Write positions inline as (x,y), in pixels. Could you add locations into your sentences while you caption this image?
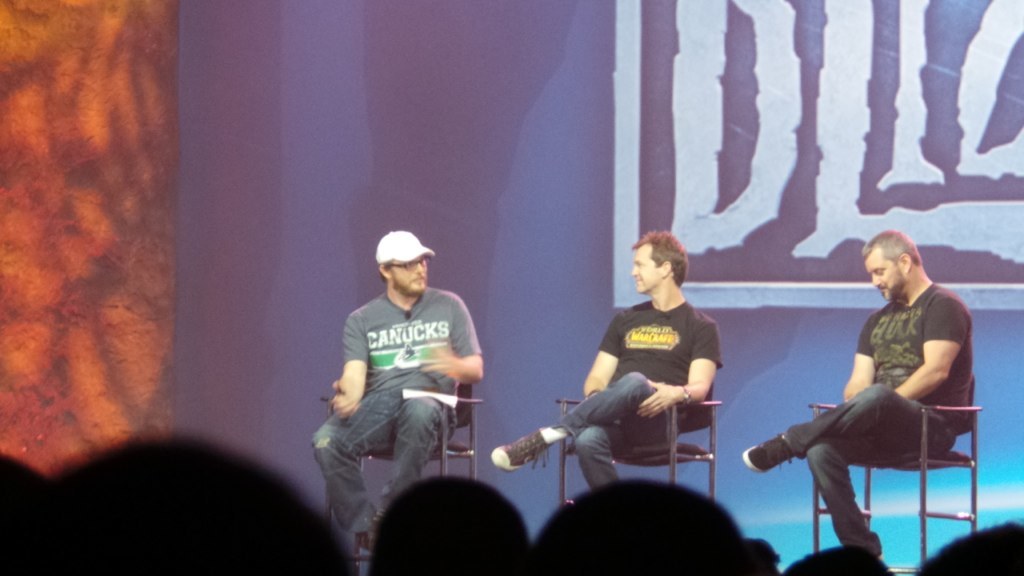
In this image I see 3 men (368,329) over here who are sitting on chairs (631,457) and I see that this man (422,328) is wearing a white cap (407,257) and I see the background (356,274) which is colorful and I see it is black over here.
